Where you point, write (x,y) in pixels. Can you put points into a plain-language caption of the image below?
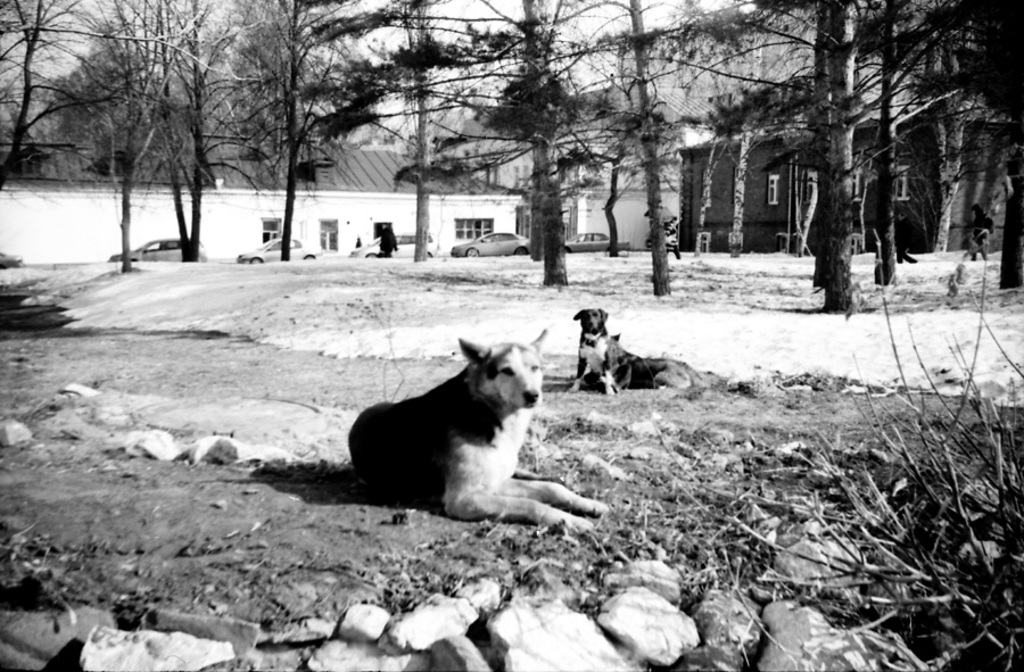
In this image I can see few dogs (604,387) are sitting. In the background (259,211) I can see number of trees (558,265), few cars (168,240) and few buildings (402,217). I can also see this image is black and white in colour.
